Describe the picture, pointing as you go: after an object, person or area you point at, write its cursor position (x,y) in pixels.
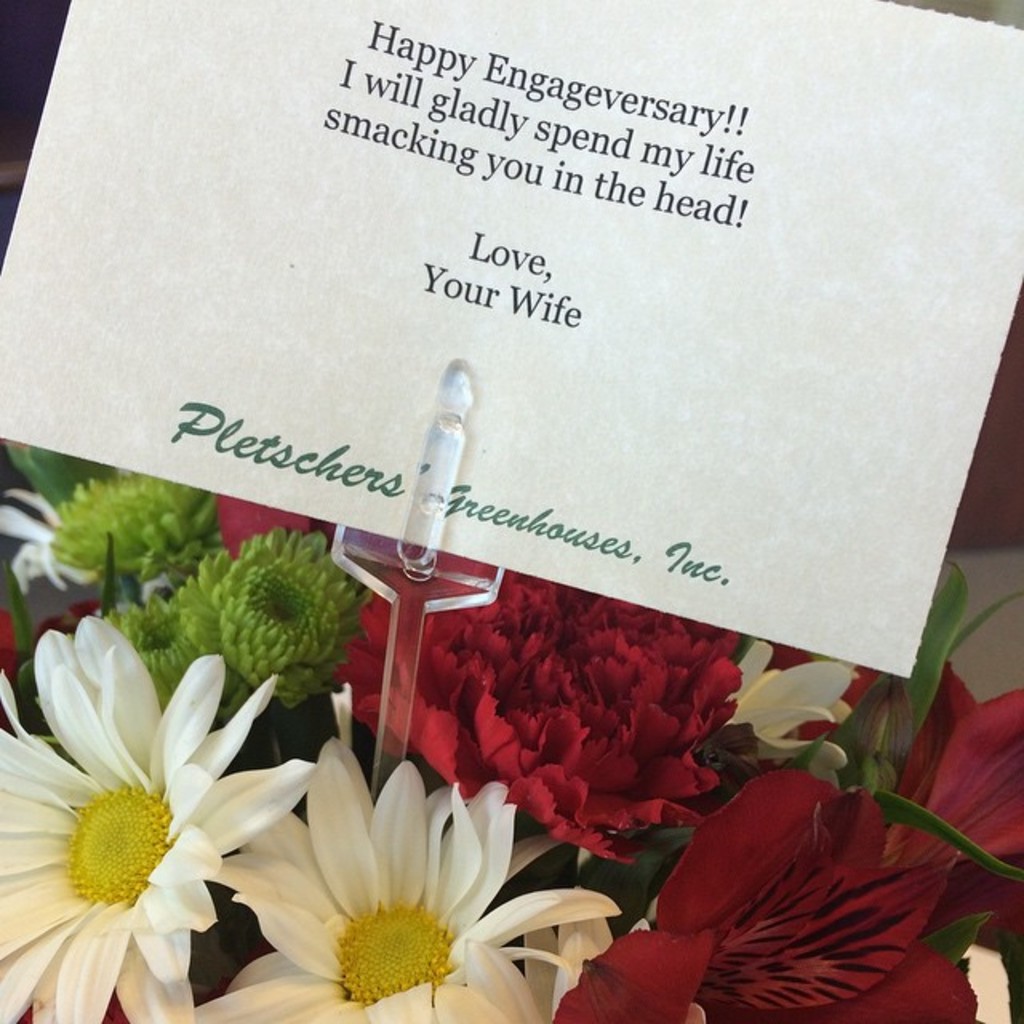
At the top of this image (616,333), there is a poster (488,356) having texts (733,195) attached to a stand (410,565). At the bottom of this image (153,741), there are flowers (195,623) in different colors.
